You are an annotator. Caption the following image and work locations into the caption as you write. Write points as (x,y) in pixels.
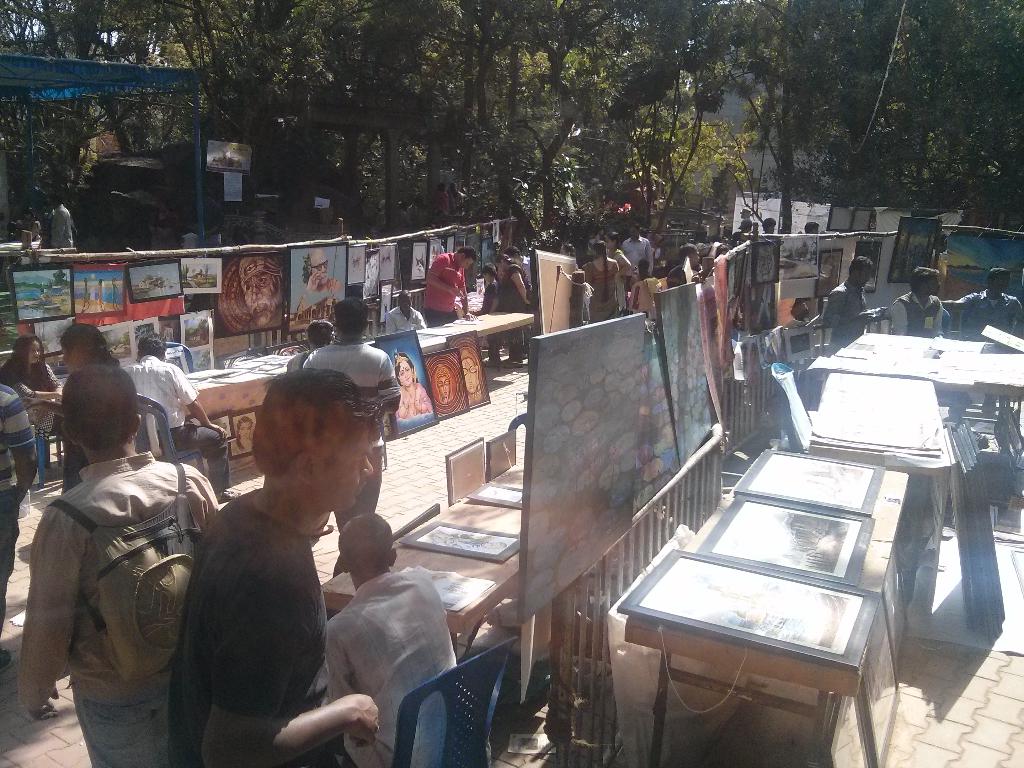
Here we can see number of people (378,626) in this area both sitting and standing and we can see paintings (276,300) present and at the left side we can see a tent (16,97) and at the top (242,67) we can see trees (693,151).
